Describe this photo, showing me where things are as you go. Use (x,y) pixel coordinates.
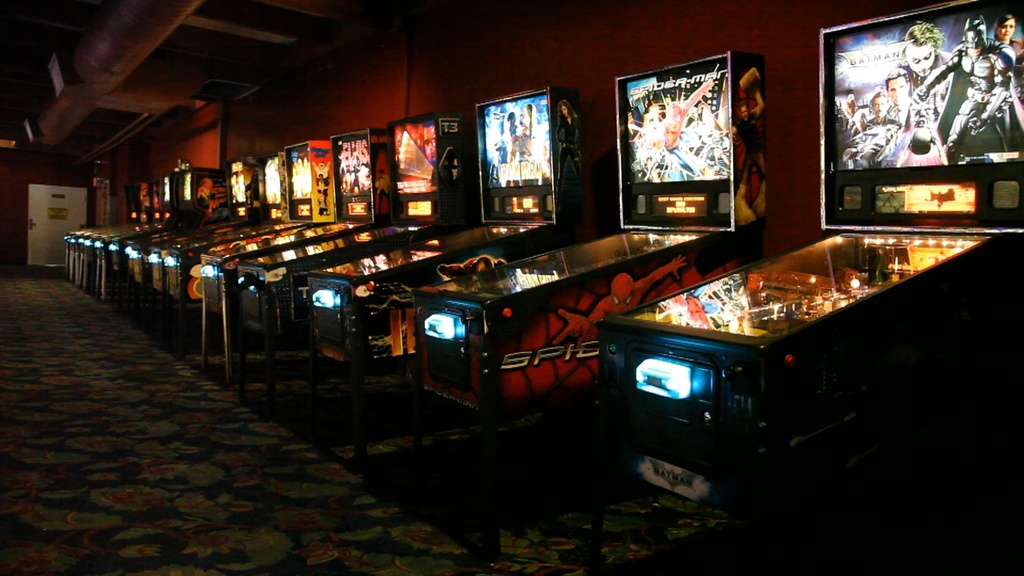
This image is taken indoors. At the bottom of the image (352,503) there is a floor (96,336). At the top of the image (170,23) there is a roof (21,9). In the background (111,195) there is a wall (638,48) and there is a door (56,192). In the middle of the image (342,290) there are many play stations (169,242) with many screens (958,107) and there are many images (357,175) on the screens (692,115). There are a few lights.
